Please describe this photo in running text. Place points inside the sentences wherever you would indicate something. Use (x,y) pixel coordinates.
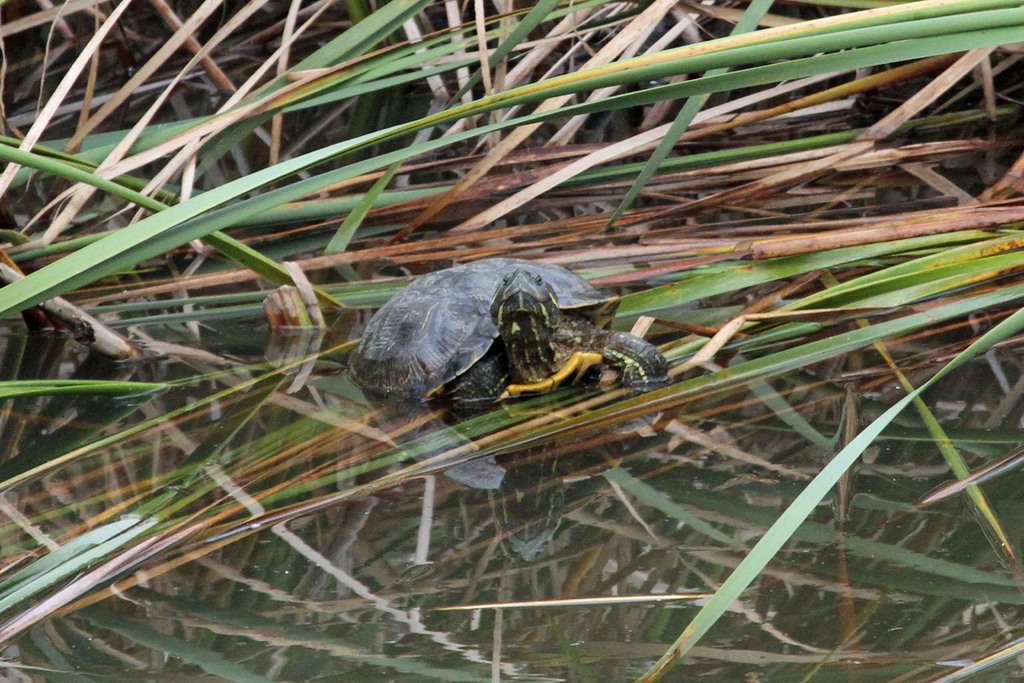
In this image I can see the tortoise (484,294) on the grass (418,449) and the tortoise (560,342) is in brown and black color and the grass (439,226) is in green color.
